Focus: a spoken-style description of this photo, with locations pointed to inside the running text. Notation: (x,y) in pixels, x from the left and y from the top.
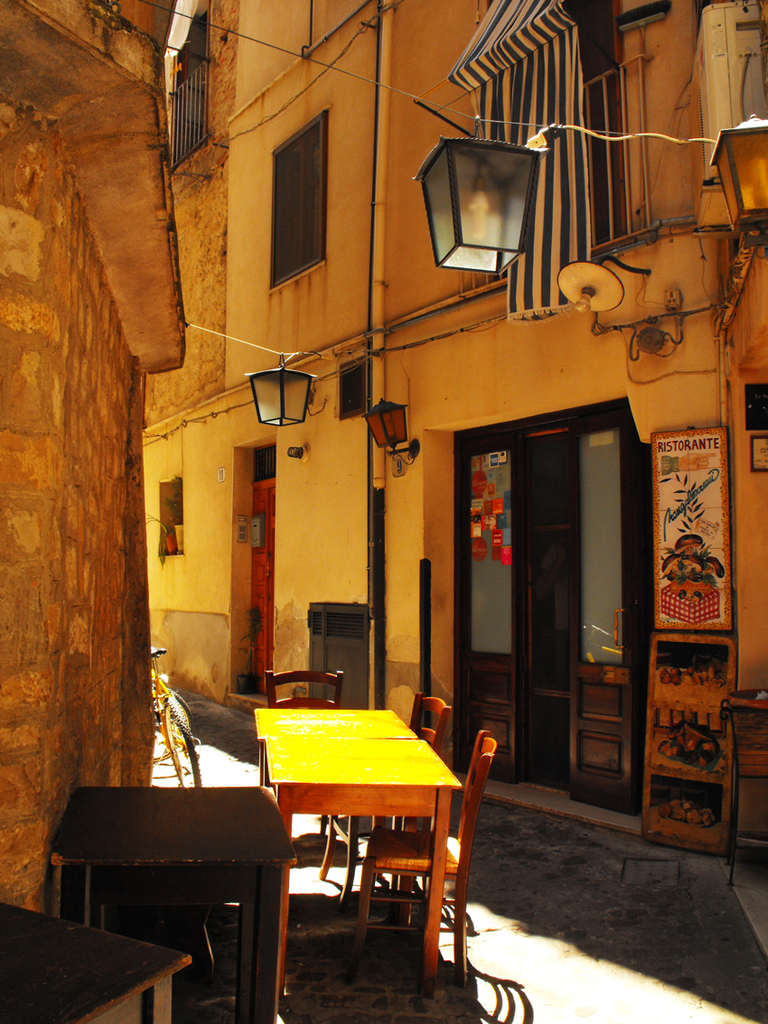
In this image we can see tables (260,789), chairs (328,674), bicycles (172,733), lights (496,179), poster (670,451), wire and buildings (66,163).
